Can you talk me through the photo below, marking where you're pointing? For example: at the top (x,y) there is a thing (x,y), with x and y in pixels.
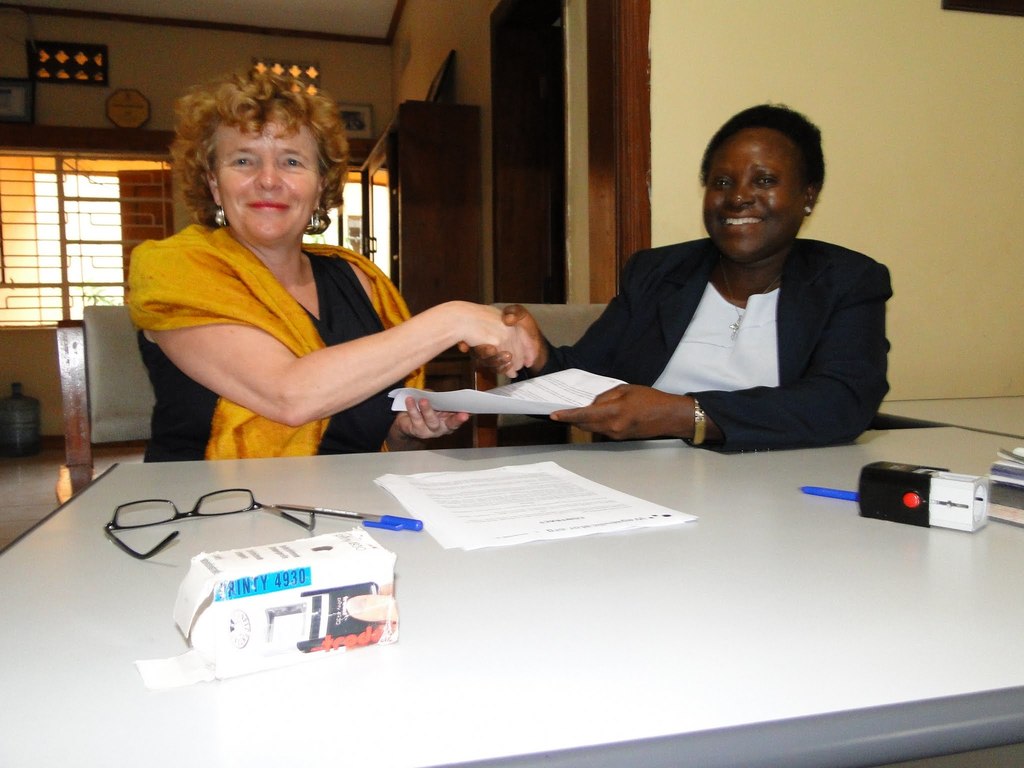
Here we can see two women (252,268) sitting on chairs (575,324) with table (646,549) in front of them, they both are exchanging papers (511,395) and we can see spectacles (226,509), we can see papers (594,513), pens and box (334,572) on the table (417,537) and behind them we can see Windows (168,181) present.
